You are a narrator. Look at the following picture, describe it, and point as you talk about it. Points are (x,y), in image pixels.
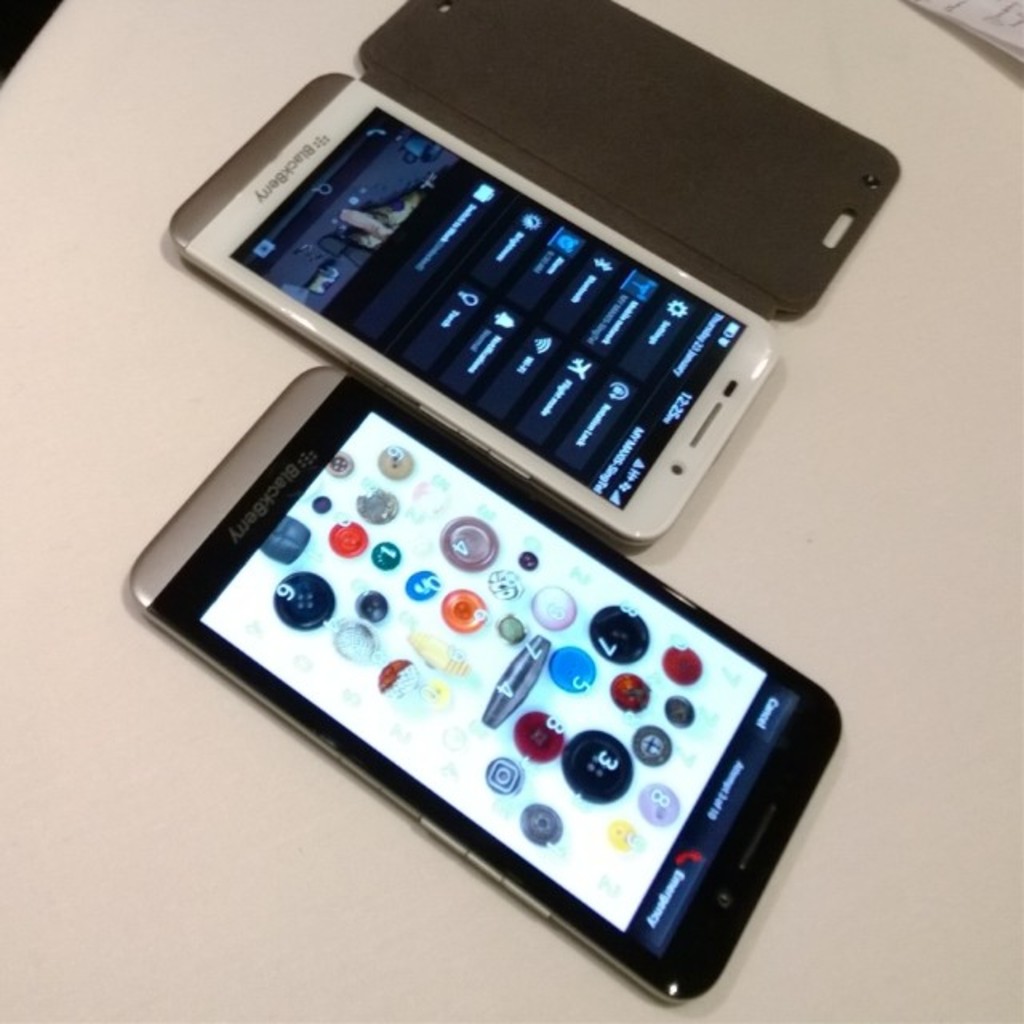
In this image we can see mobiles (610,296) placed on the table (853,636).
